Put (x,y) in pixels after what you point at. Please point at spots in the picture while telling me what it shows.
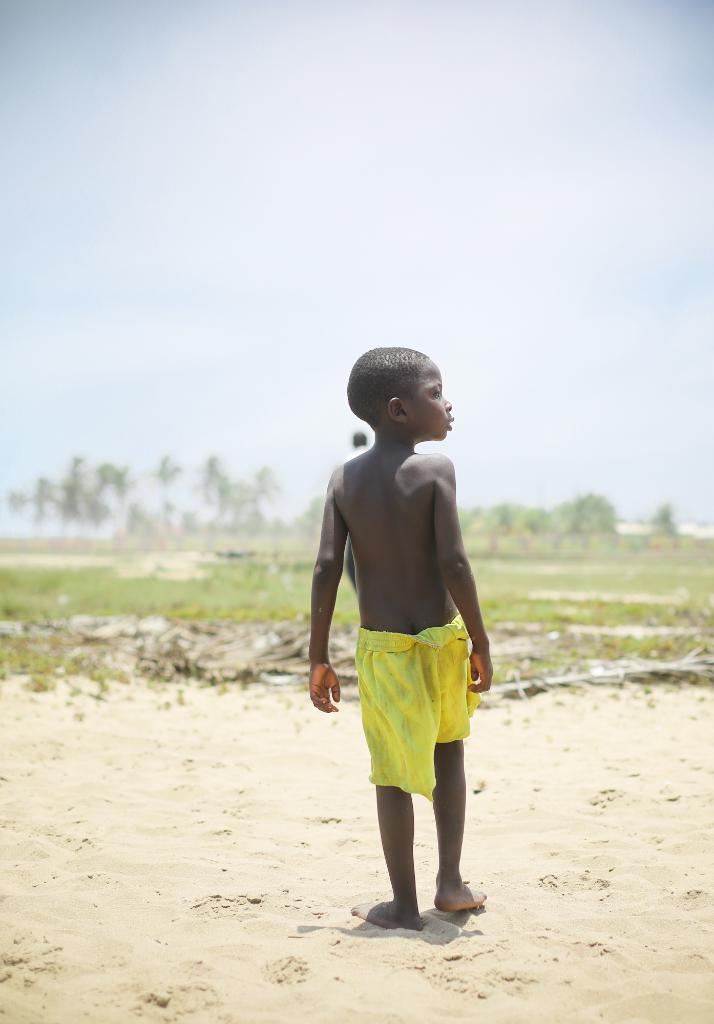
In this image I can see a kid (372,642) standing. In the background (252,534), I can see the trees (561,534) and the sky (274,263).
